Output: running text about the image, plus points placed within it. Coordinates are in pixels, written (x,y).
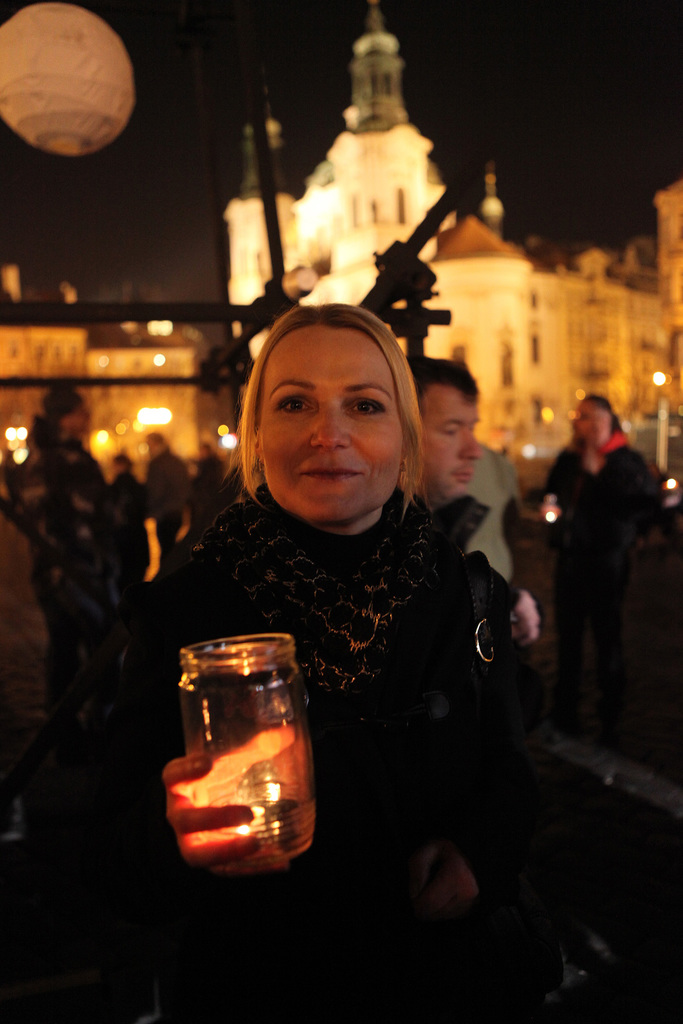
In the foreground (275,962) we can see a woman (401,514) and she is holding a glass bowl (215,680) in her hand (250,842). In the background (556,296), we can see the buildings (491,297) and a few people (592,412).
